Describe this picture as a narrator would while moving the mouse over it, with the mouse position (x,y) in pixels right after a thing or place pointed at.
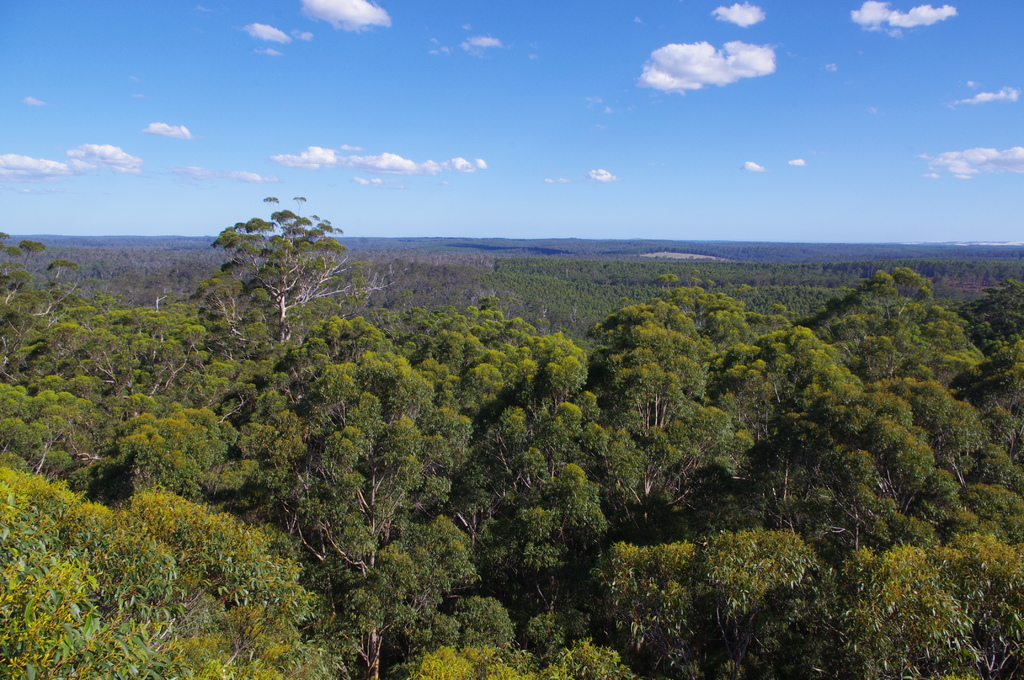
In this picture we can see trees (311,379) and in the background (584,215) we can see the sky (767,145) with clouds (743,47).
